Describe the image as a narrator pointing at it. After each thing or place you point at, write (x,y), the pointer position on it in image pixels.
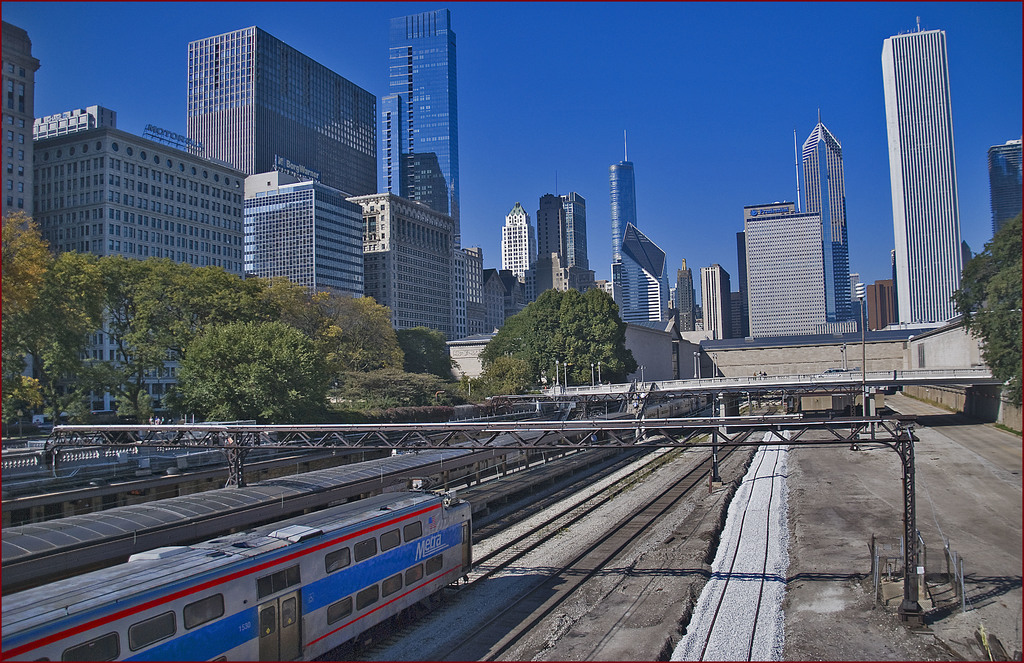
There is a train (426,497) on the railway track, near a train (364,475) which is on the railway track (479,560). In the background (564,387), there is a bridge (591,389), there are trees (186,346), buildings (427,177), towers (408,31) and there is a blue sky (635,125).
